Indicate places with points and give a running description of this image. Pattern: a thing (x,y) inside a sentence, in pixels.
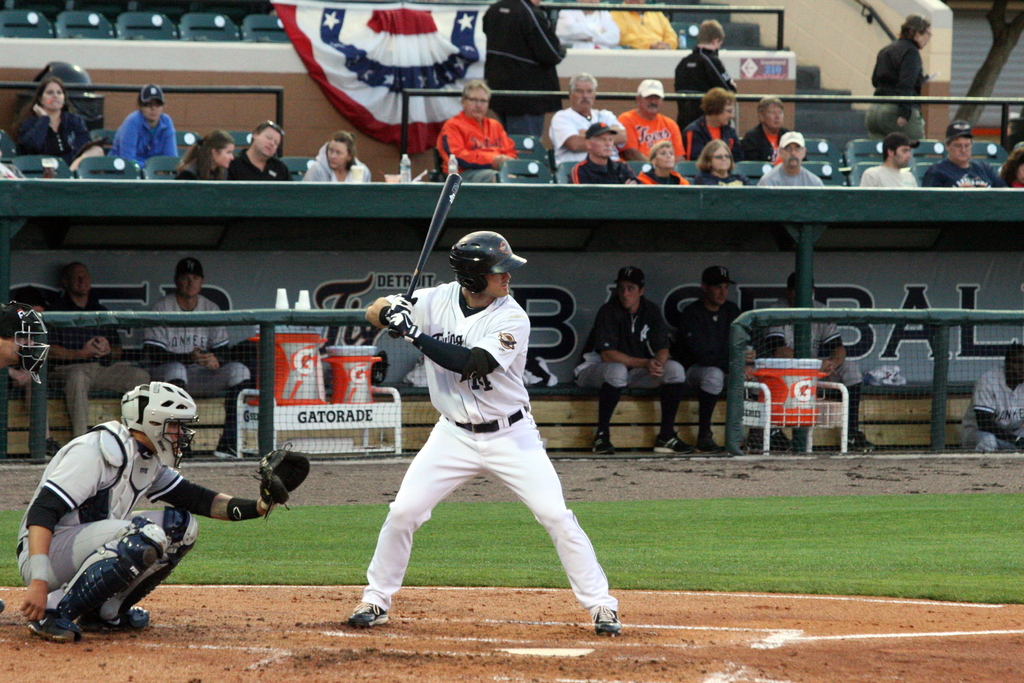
In the center of the image (453,417) we can see a man (446,398) standing and holding a bat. On the left (134,599) there is a catcher (127,578). In the background (67,338) there is crowd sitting and we can see fence (329,400). There is a flag (427,84).
